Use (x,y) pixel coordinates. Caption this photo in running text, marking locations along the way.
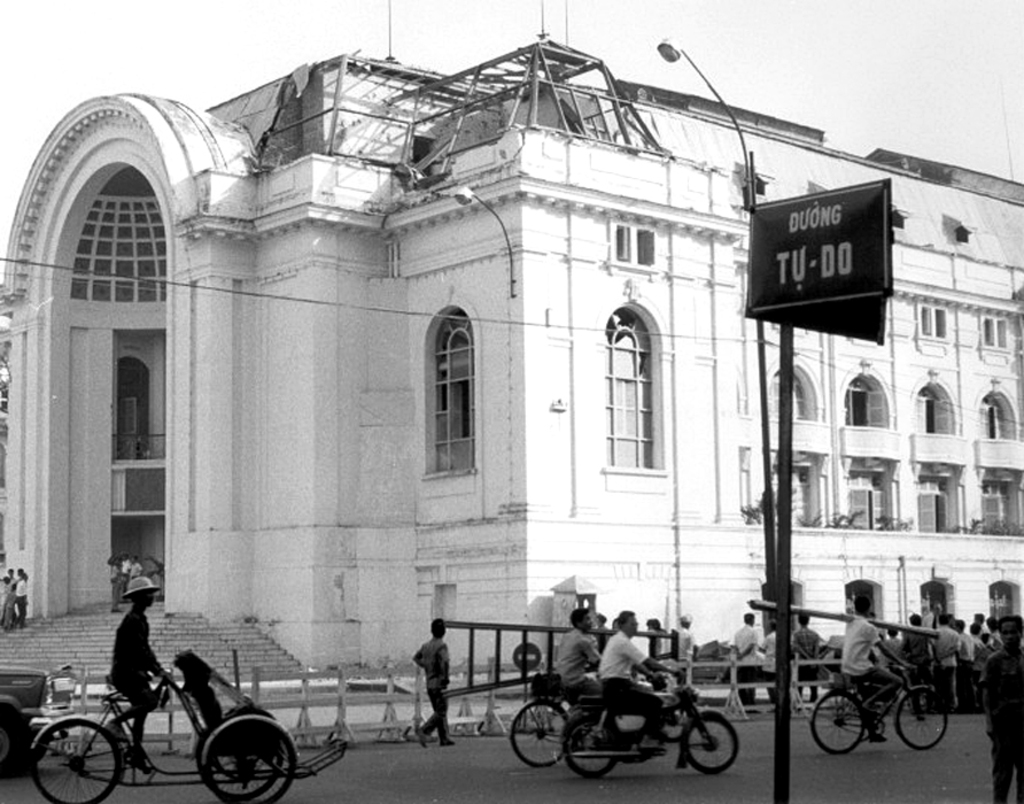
Here there is building (400,403), people (862,647) are riding vehicle (670,697), this is street light (736,128) and some persons (684,643) are standing on the road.
